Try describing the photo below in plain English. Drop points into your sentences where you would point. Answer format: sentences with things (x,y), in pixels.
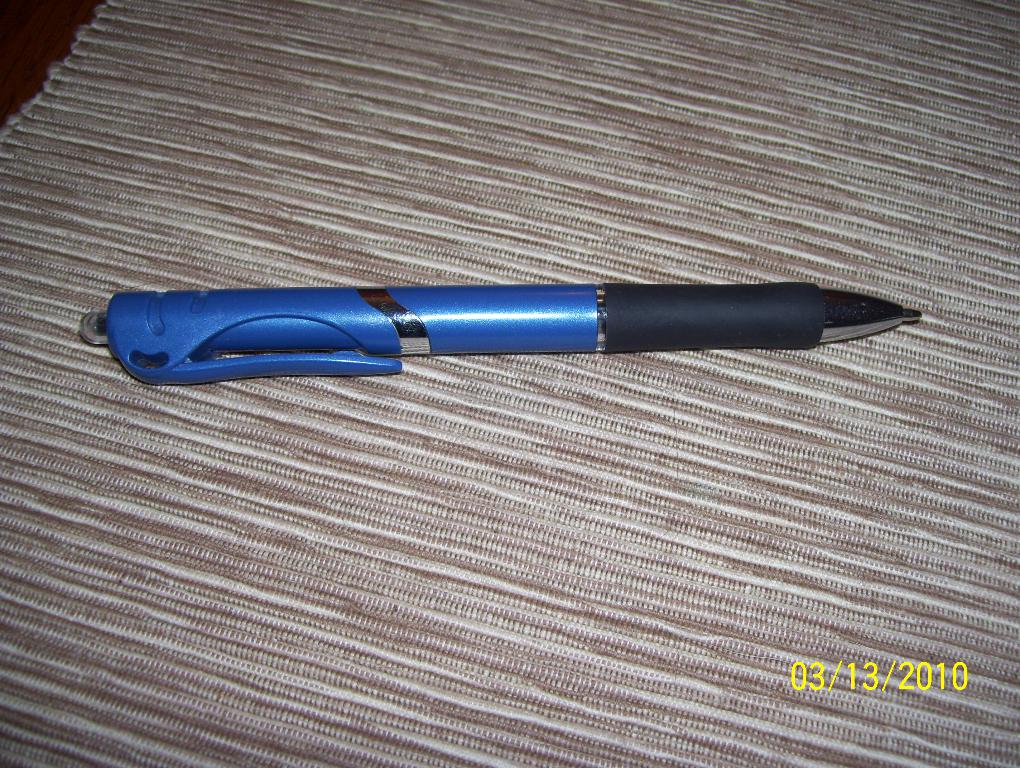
In this image I can see the pen (916,317) on the brown and cream color cloth (605,465). The pen (611,298) is in blue and black color.
